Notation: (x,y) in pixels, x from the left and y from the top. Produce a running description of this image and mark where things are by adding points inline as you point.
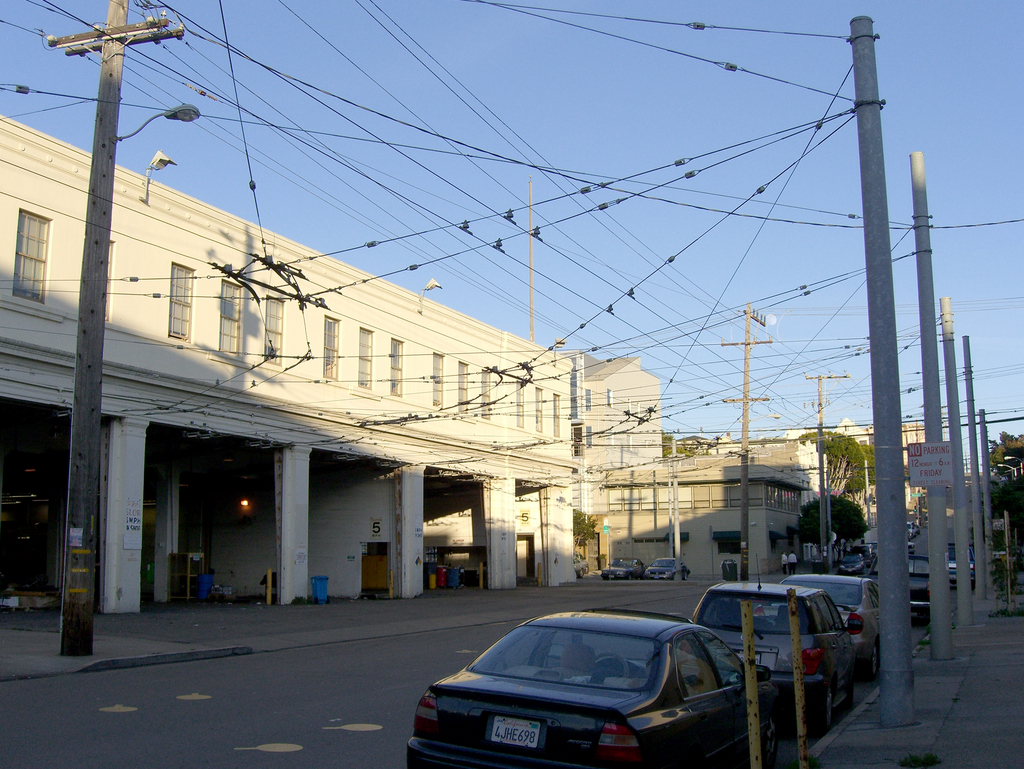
In this image there is a road (281,670). Also there are many vehicles (638,632). There are poles (884,417). And there are electric pole (926,428) with wires (543,350). And there is a building (234,349) with windows (325,340) and pillars (495,490). In the background (657,149) there is sky (704,152). Also there are trees (863,457). And there are many items (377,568) under the building (412,539).
